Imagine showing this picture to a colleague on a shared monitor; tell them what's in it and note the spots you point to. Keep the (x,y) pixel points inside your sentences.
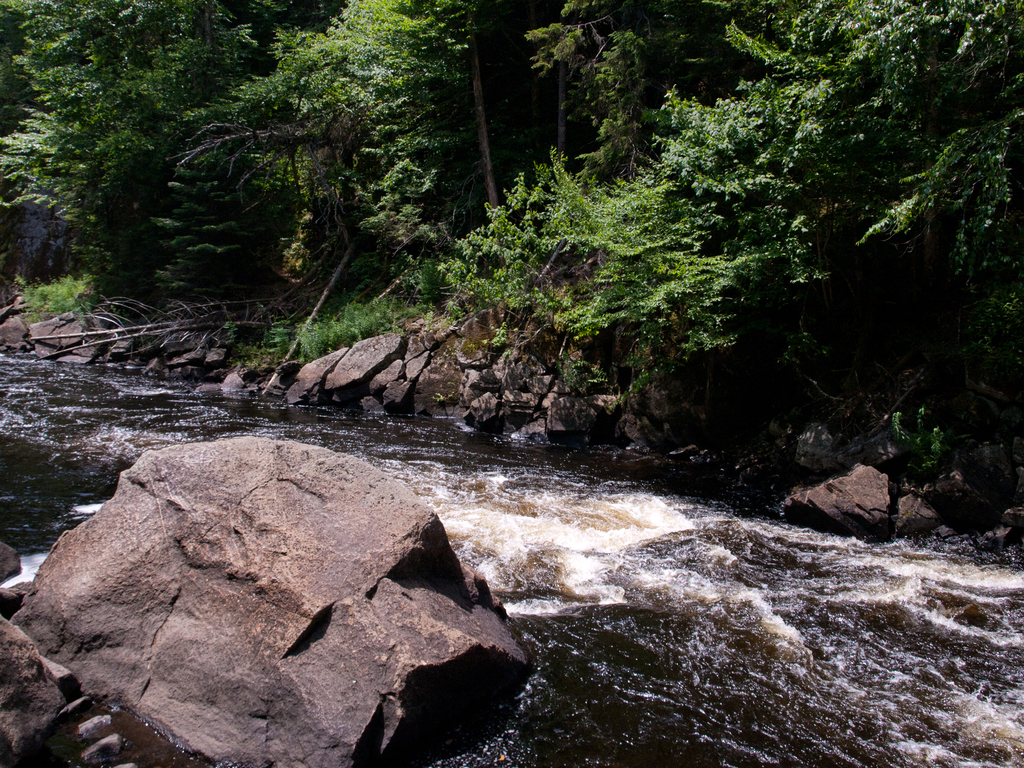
This is water (692,566) and there are rocks (368,361). In the background (408,180) we can see trees (947,224).
